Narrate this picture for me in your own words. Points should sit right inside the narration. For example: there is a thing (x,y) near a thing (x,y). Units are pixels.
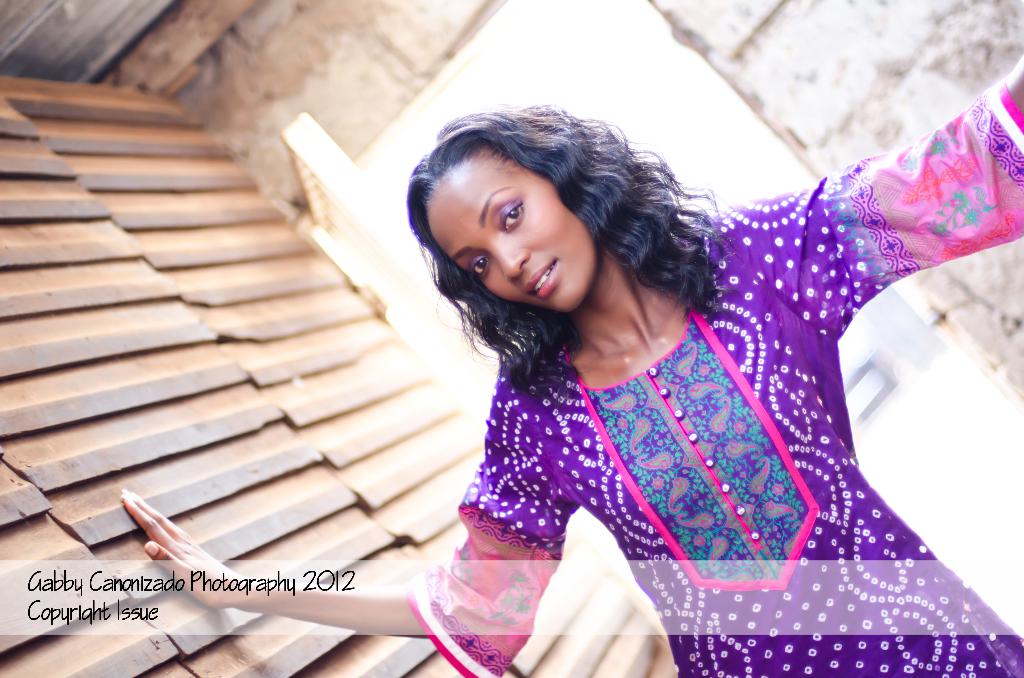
In this picture we can see a woman (513,450) and we can see a wall (236,248) in the background (220,242), in the bottom left (40,616) we can see some text (57,625) on it.
